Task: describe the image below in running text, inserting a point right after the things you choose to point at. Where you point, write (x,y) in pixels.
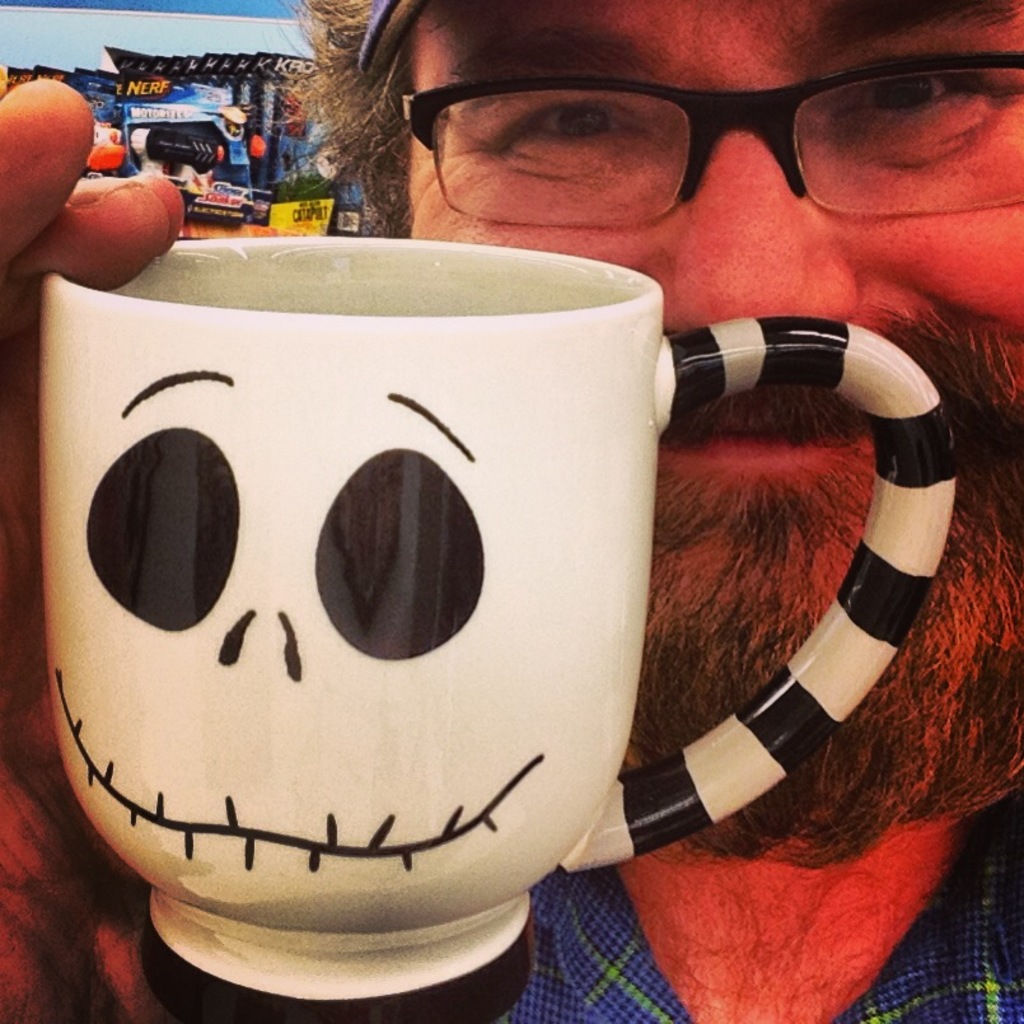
In this image there is a man (982,333) holding the cup (122,362). On the cup (122,370) there is a picture (268,592). In the background (227,148) there are toy boxes (219,131). The man (5,234) is wearing the spectacles (690,162).
